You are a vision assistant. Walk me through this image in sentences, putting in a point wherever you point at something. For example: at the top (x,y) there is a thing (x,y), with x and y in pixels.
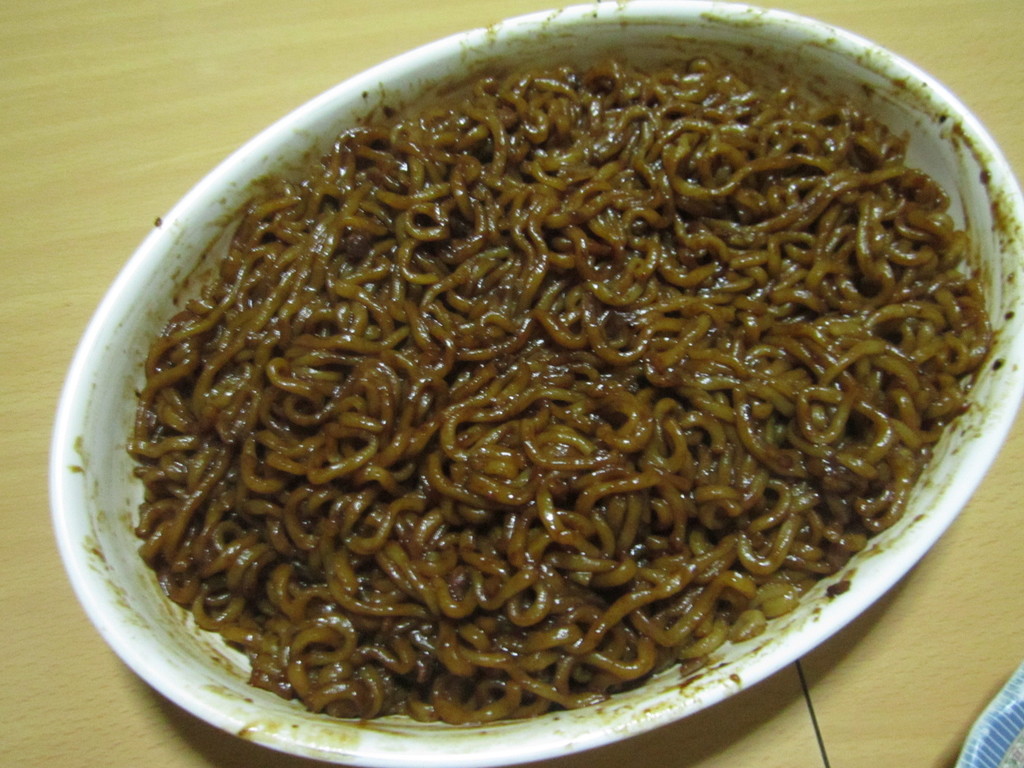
In the picture I can see the noodles (457,412) in the bowl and the bowl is kept on the wooden table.
